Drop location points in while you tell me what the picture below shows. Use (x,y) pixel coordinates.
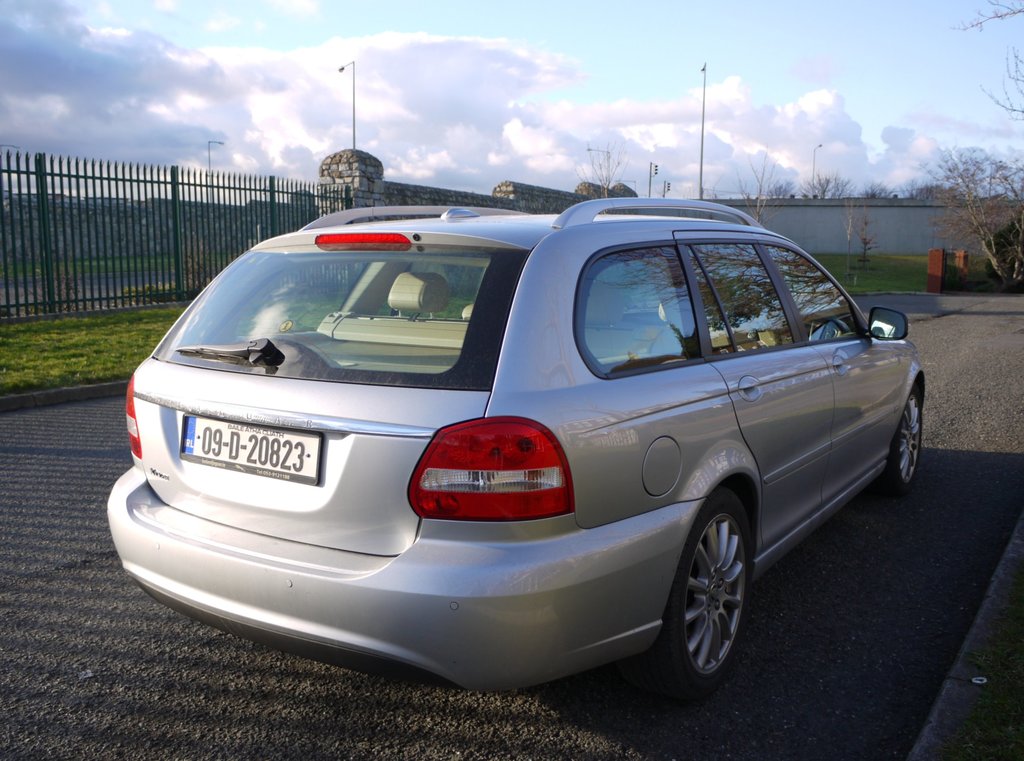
In this picture we can see a car (423,481) on the road (85,410), grass (121,355), fence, walls (860,217), poles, trees (847,225), some objects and in the background (235,81) we can see the sky (596,53) with clouds (532,93).
